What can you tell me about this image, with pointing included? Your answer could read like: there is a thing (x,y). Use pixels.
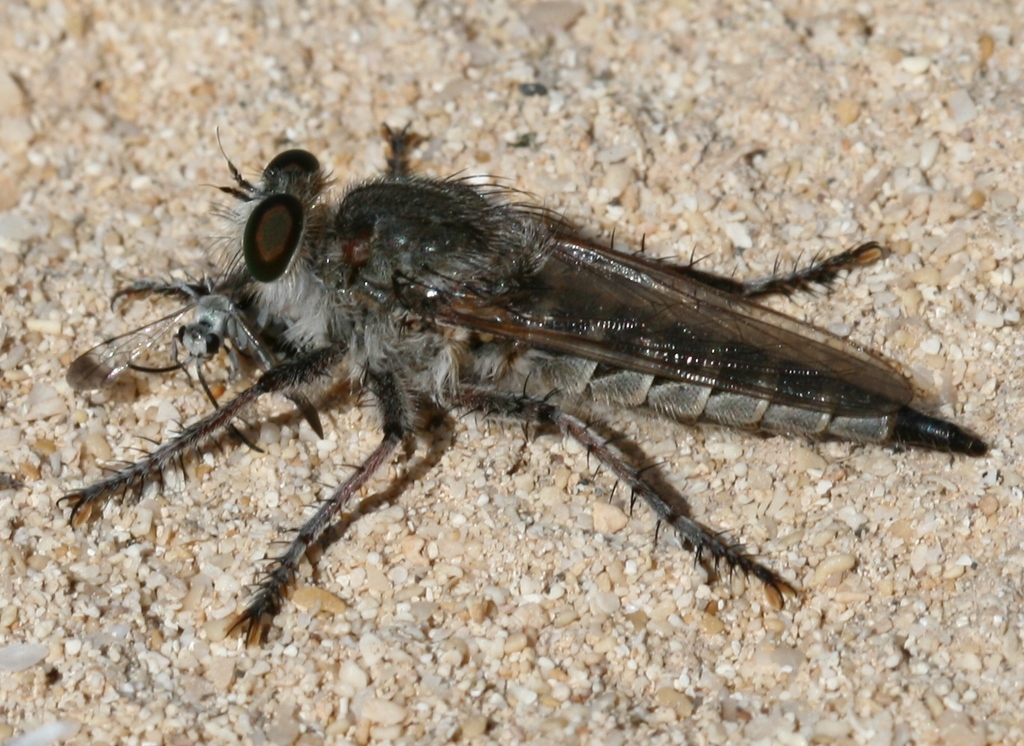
In this image, we can see a black color insect (304,533) on the ground (453,595).
